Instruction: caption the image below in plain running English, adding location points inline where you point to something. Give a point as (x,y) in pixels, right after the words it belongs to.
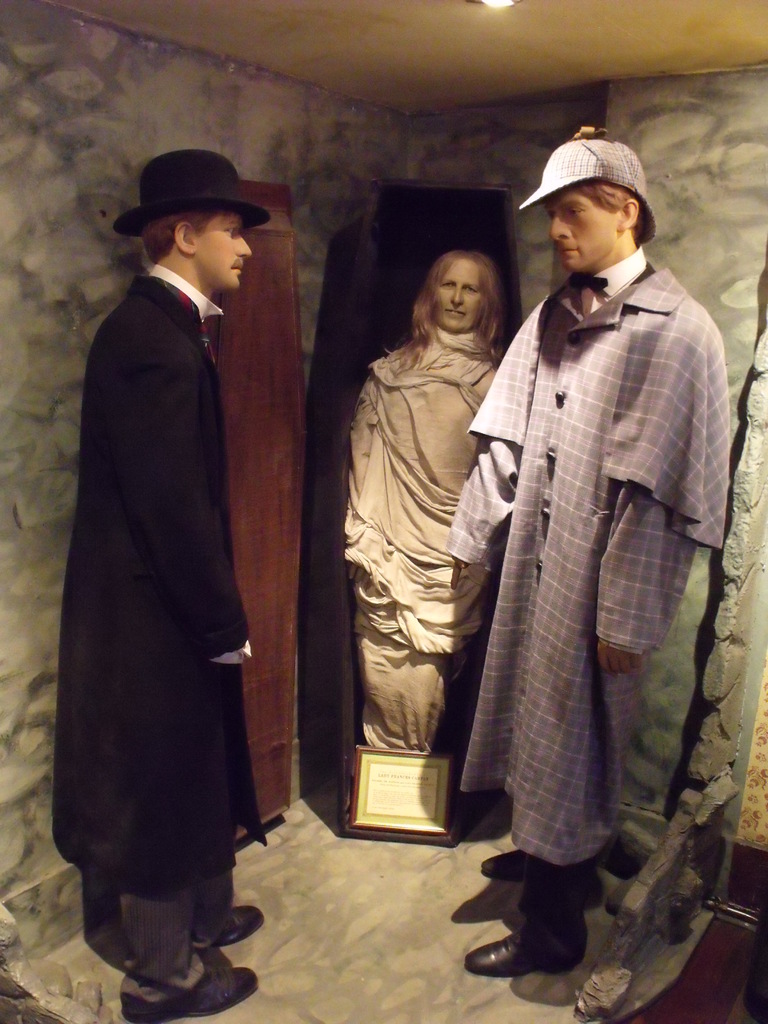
In this picture, we can see some statues (434,501), walls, and the roof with light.
